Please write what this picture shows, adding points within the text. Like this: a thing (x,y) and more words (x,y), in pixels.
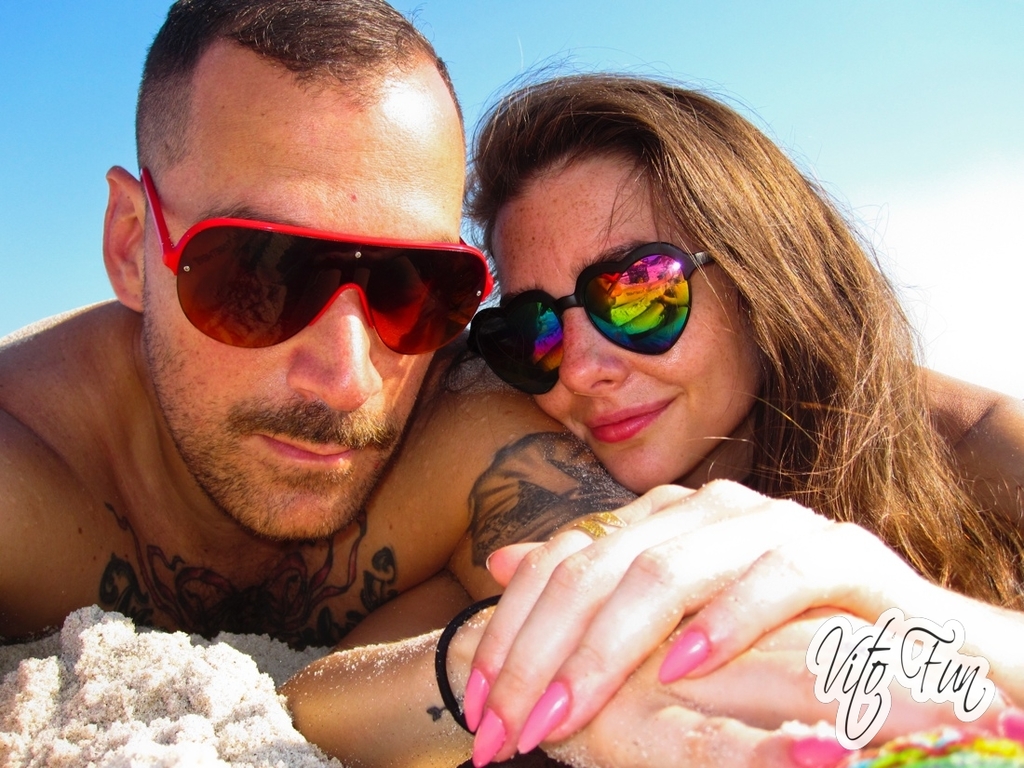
In this image, I can see the man (421,570) and woman (769,503), the woman (668,388) is smiling. They wore goggles (473,320). I think this is a sand (128,696). Here is the sky (642,51). This looks like a watermark (900,668) on the image.
